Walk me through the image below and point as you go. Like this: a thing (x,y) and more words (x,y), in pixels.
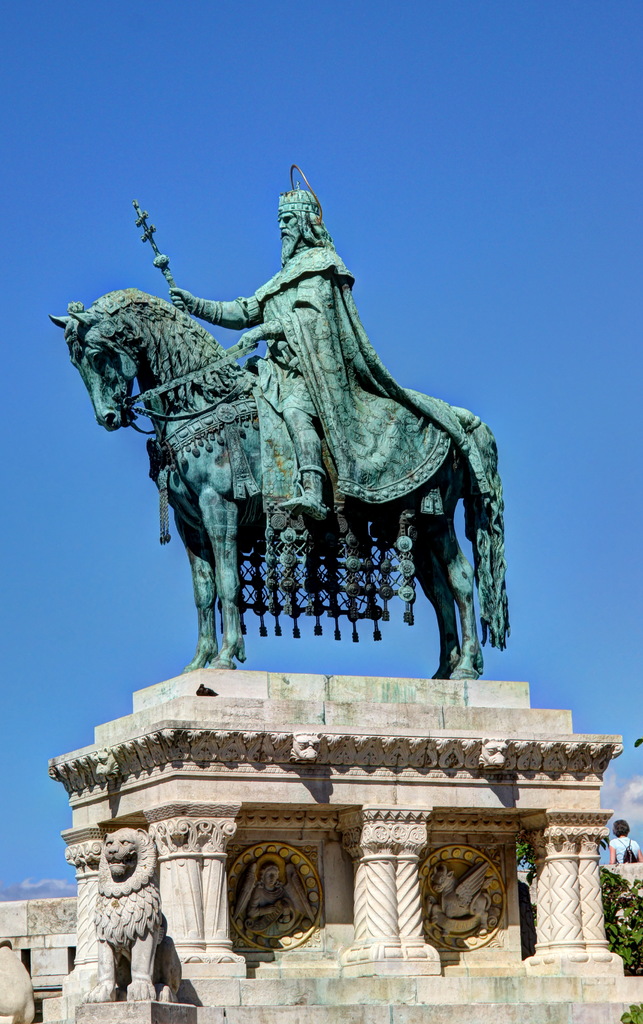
In this picture I can see sculptures (109,766), pillars (232,816), there is a sculpture (284,291) of a person (285,299) sitting on the horse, there is a person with a bag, and in the background (218,125) there is sky (351,171).
